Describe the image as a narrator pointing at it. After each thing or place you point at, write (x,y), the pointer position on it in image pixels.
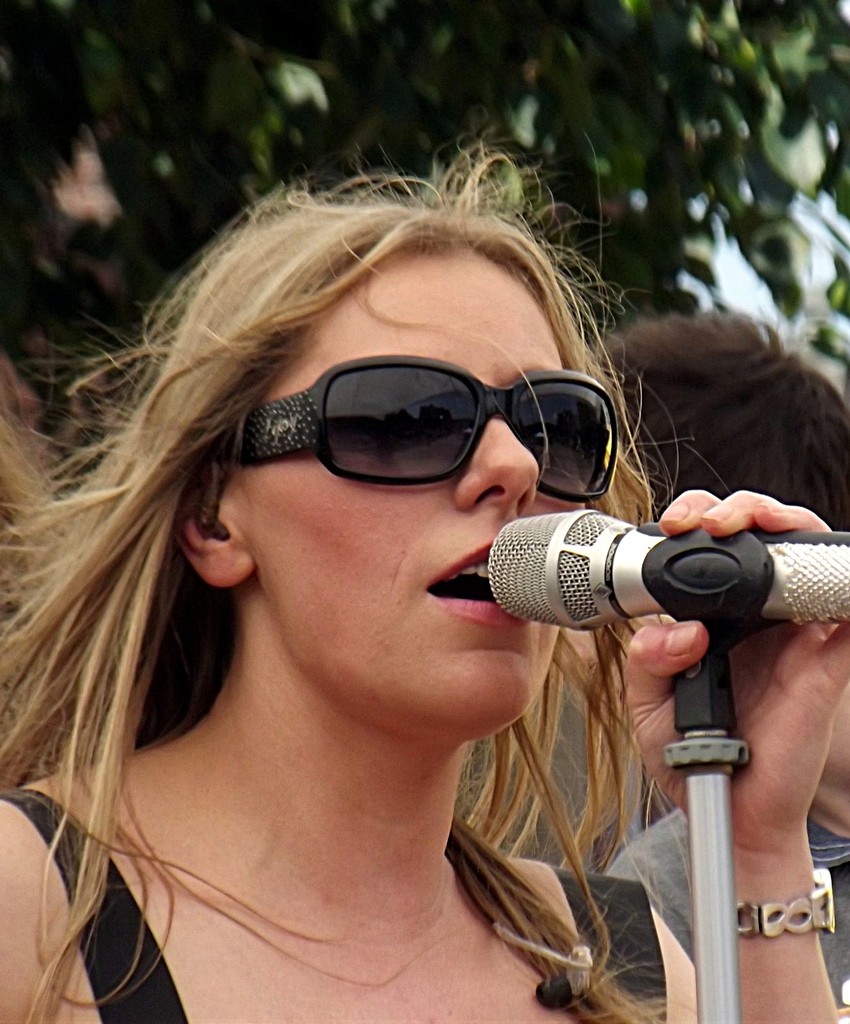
this is the picture of a lady (418,726) who is holding a mike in her left hand (664,690).
